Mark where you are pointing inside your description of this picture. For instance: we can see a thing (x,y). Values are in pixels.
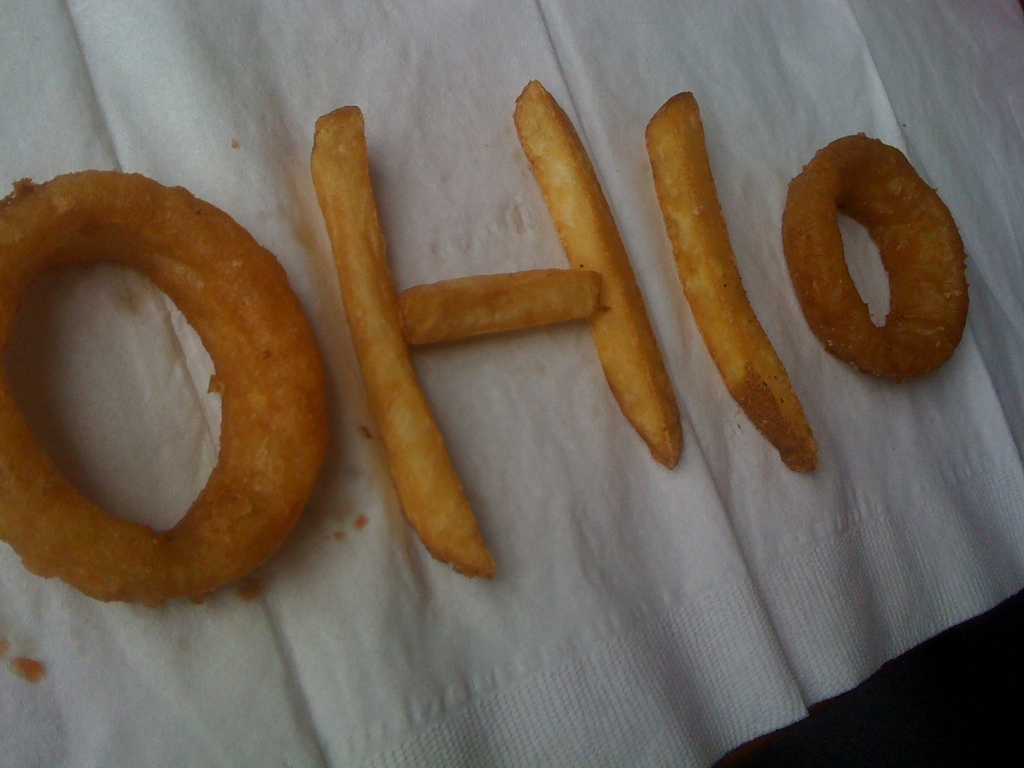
In the picture we can see a white cloth (627,644) on it, we can see onion rings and fries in the shape of a spelling OHIO.
